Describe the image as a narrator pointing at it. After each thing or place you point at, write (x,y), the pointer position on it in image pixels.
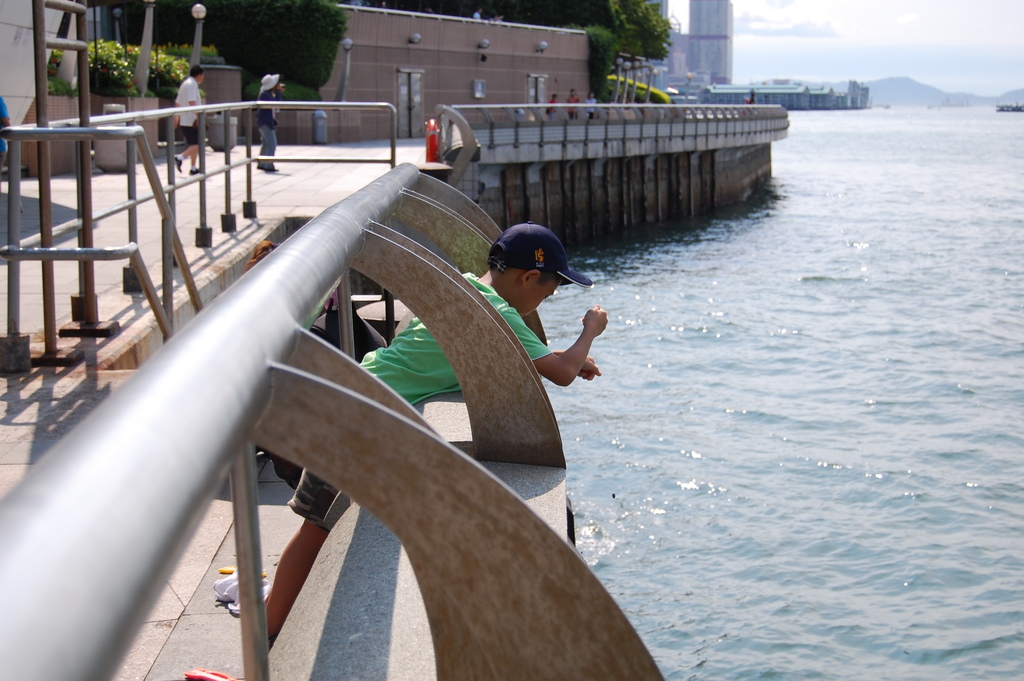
In the foreground (564,580) there is a handrail (473,345) and beside that there is a boy (545,349) standing and behind him there are few people (266,86) on the path (374,143) and behind them there are plants (241,21) and trees (634,43), on the right side (923,161) there is a water surface (818,114), in the background (701,67) there are buildings (823,88) and mountains (902,82).
